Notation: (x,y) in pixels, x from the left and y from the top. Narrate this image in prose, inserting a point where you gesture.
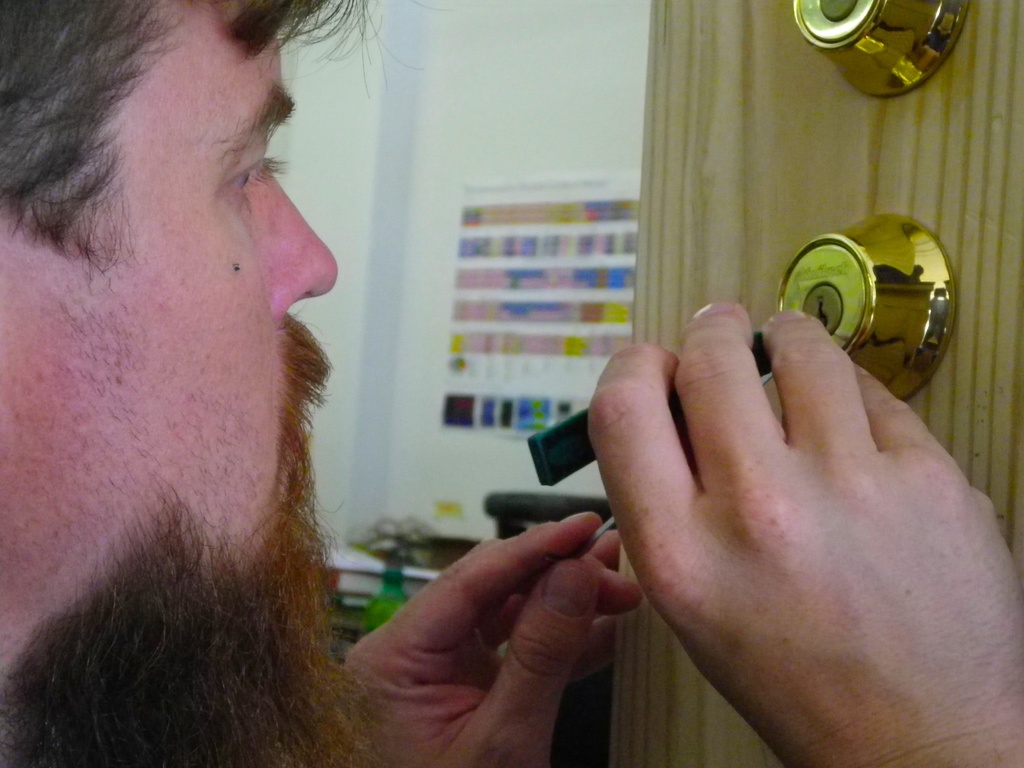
In this image we can see a person (715,358) holding a tool (569,432). On the right side (810,296) we can see a lock (877,323) of the door (954,408). On the backside (524,237) we can see a chart (514,299) which is pasted on the wall (413,198).
